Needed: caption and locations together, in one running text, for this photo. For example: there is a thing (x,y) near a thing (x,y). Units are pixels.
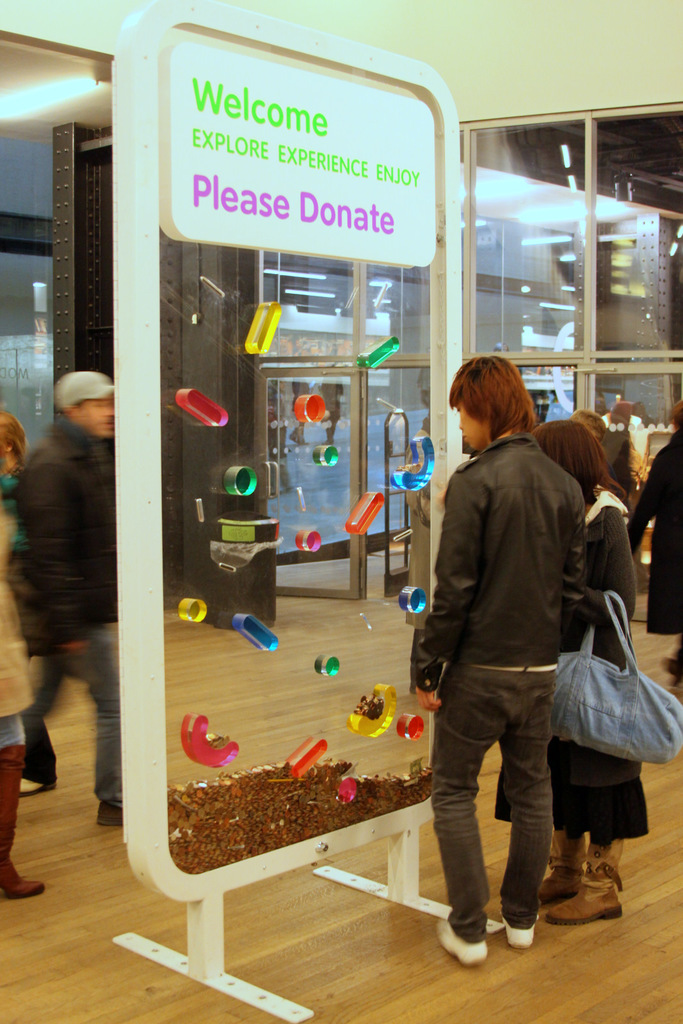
This picture is clicked in a mall (497,940). Here, we see man (492,539) and woman (594,471) standing beside a whiteboard (237,348) on which some text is written. Behind that, we see man (58,501) in black jacket (89,534) is walking. Behind that, we see buildings (313,263) and windows (267,364).
